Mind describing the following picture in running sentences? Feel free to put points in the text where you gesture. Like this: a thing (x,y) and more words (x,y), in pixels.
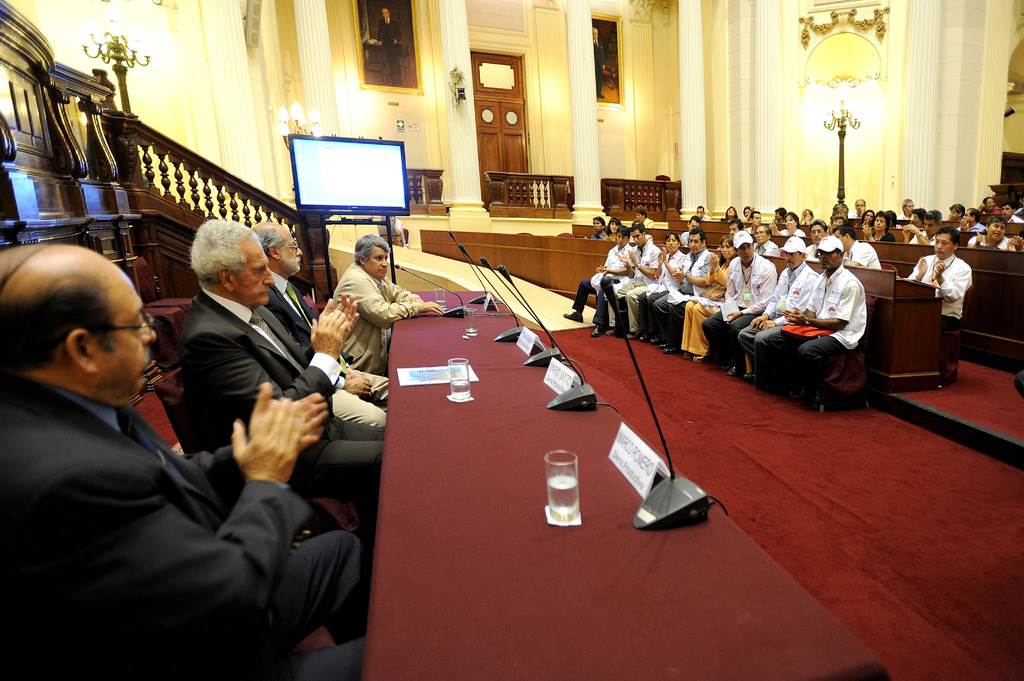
This picture describes about group of people (362,359), they are seated, and few people (796,247) wore caps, in the middle of the image (456,313) we can see a screen (405,204), few glasses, microphones (454,309), name boards (490,300) and other things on the table (585,548), in the background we can find few lights (297,106).
